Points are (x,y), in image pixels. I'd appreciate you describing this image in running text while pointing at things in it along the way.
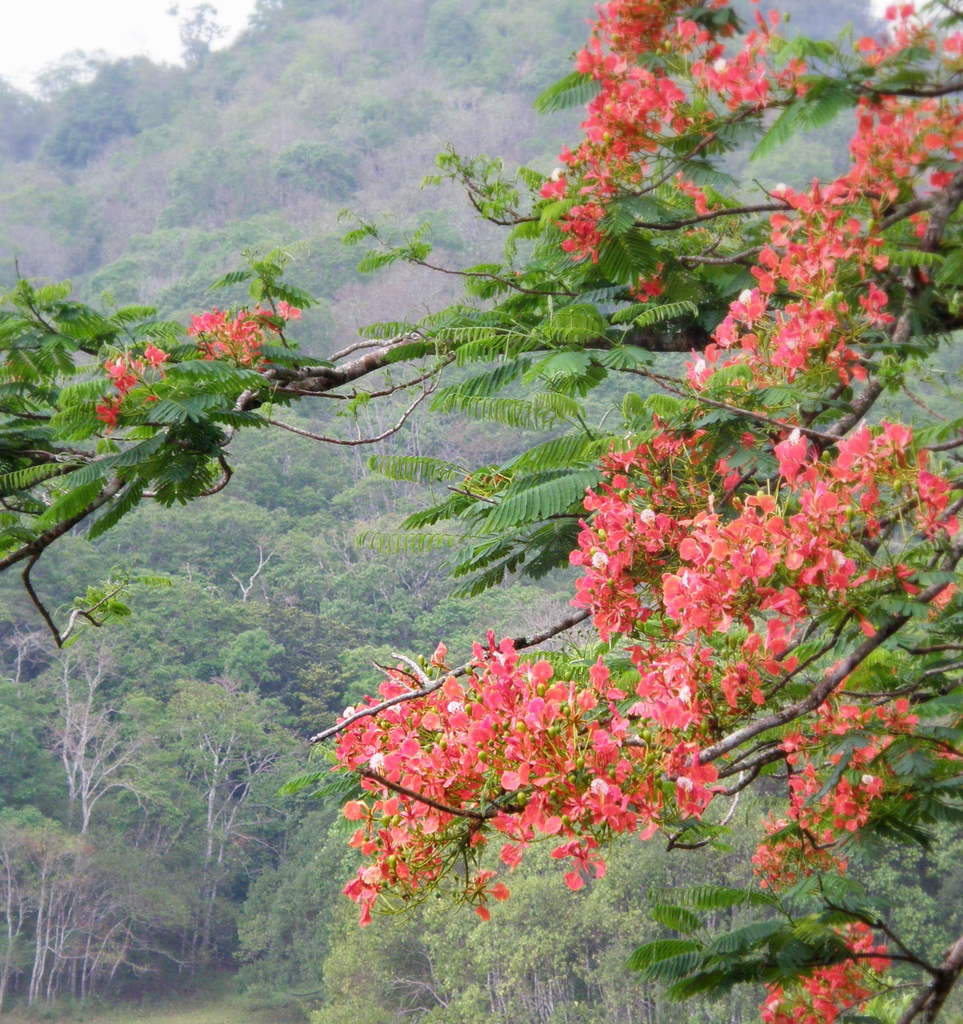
In this image I can see flowers (630,798) in peach color, background (71,125) I can see trees (219,847) in green color and the sky (105,48) is in white color.
